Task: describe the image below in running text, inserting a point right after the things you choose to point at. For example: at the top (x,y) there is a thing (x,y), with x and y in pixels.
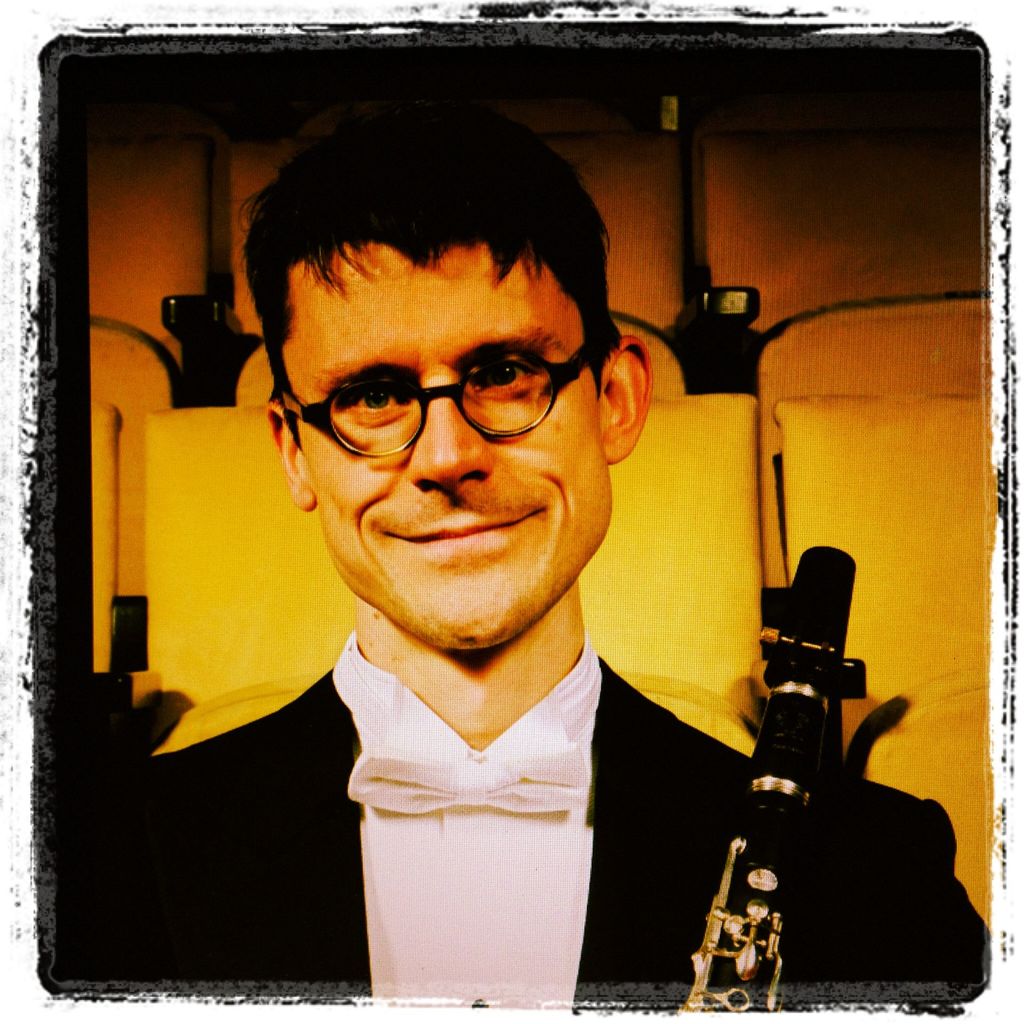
In the picture we can see a photograph of a man (605,485) with black color blazer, white shirt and tie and he is smiling and holding a musical instrument (827,681) and behind him we can see some chairs (657,483).
